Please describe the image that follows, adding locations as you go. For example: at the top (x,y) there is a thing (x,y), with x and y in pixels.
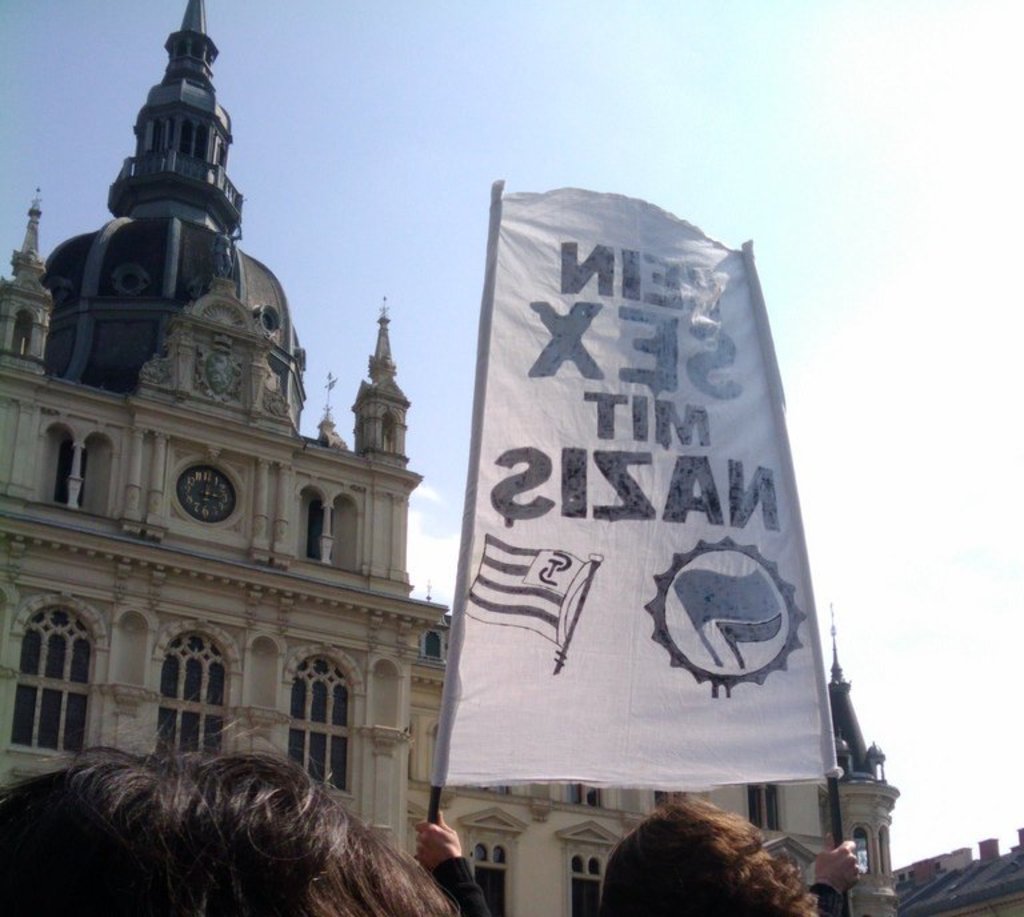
In the image there is a castle (147,495) on the left side (251,664), in the front (263,860) there are people (728,875) holding banners (713,582) and above its sky (769,95).
